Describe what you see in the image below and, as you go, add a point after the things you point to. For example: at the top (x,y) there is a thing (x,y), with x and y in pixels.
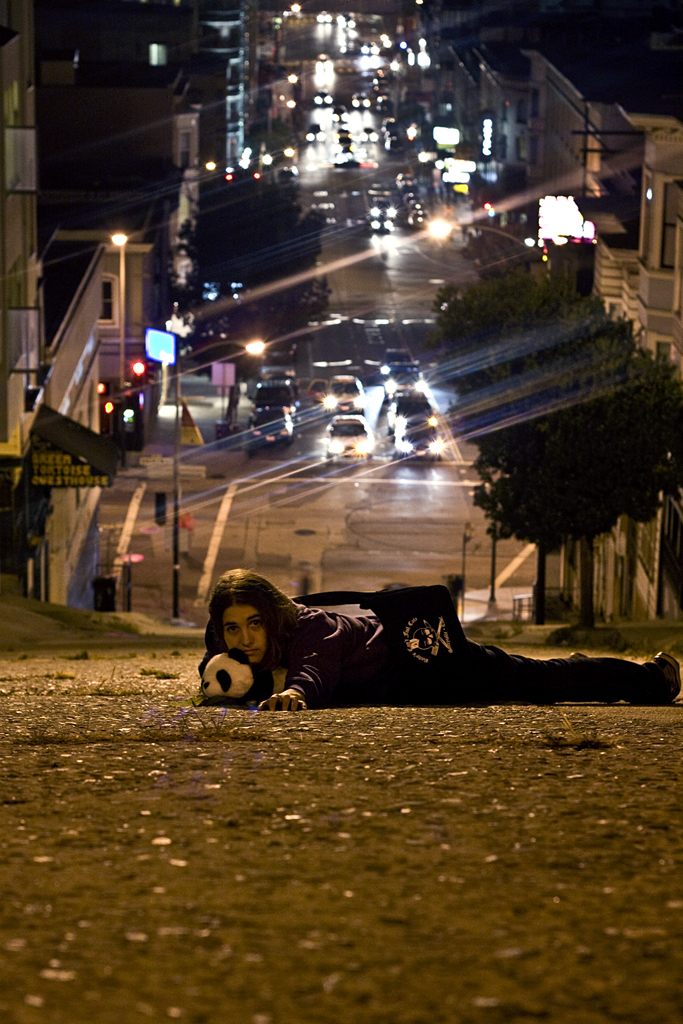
In this image I can see in the middle (262,604) a woman (318,680) is lying on the floor (193,654), there is a teddy bear (240,662) beside of her. There are trees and buildings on either side of this image. In the background (386,226) there are vehicles (373,229) on the road (326,365).
